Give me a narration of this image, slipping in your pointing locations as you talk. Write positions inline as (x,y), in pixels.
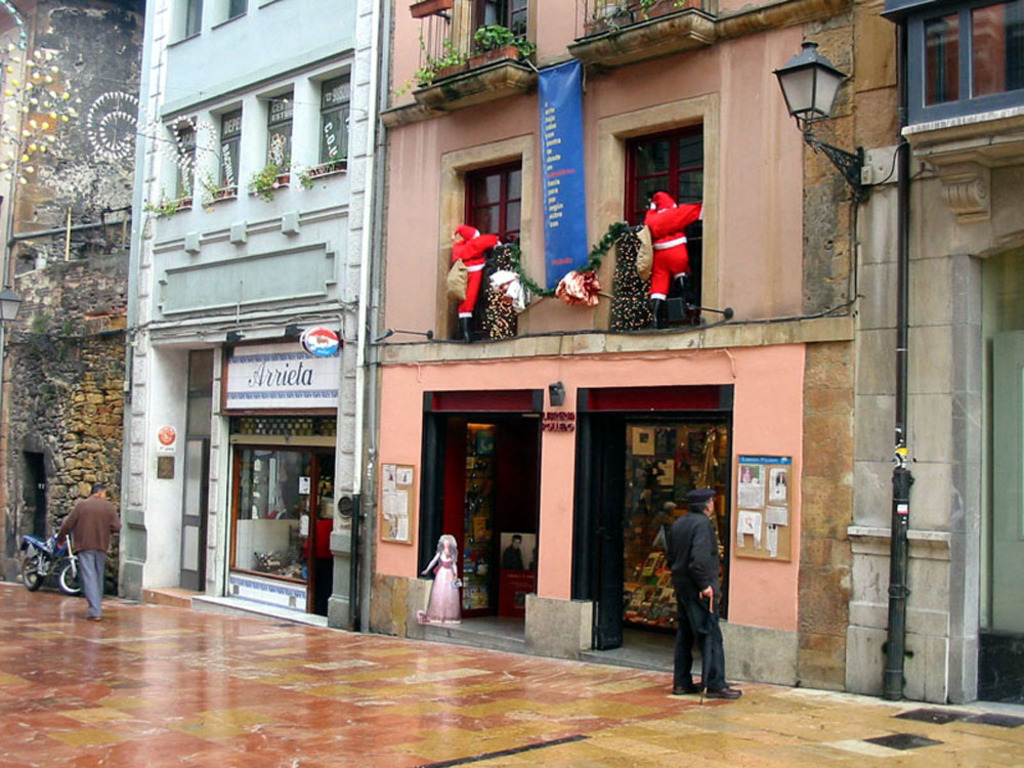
In the center of the image (542,377) there are buildings (670,342). At the bottom (726,623) there are people (111,533) and we can see stores (578,533). There are dolls (663,325) and we can see lights (818,91).
